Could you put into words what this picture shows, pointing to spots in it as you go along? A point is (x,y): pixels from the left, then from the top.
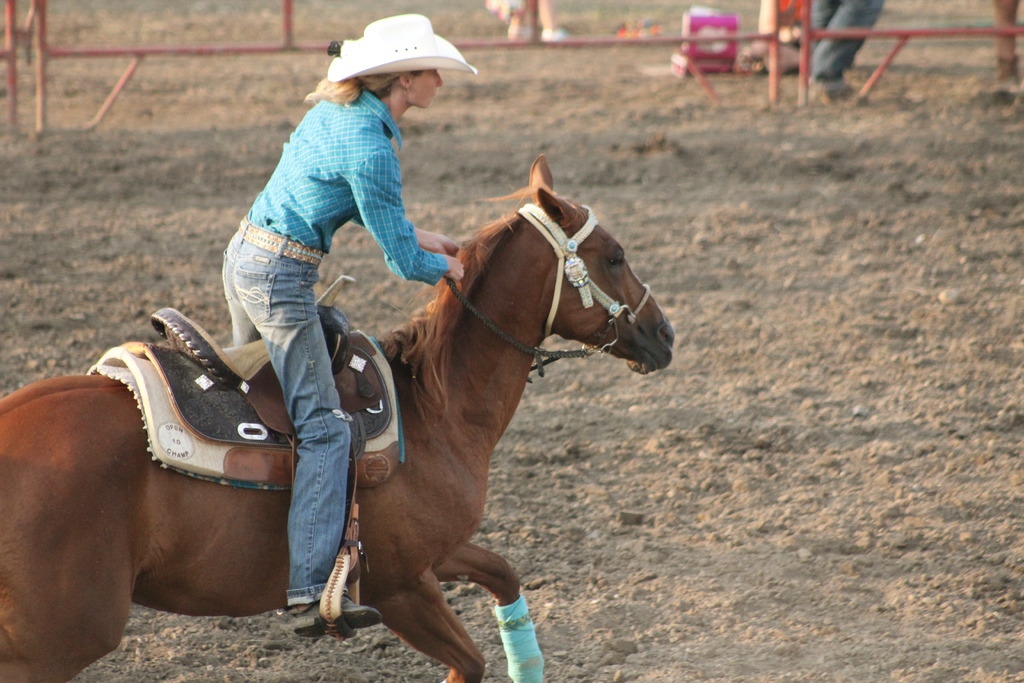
In the picture there is a girl (302,333) riding the horse (441,321) on the land (661,223), she is wearing blue shirt (309,177) and white hat (363,64) and jeans (297,303).
